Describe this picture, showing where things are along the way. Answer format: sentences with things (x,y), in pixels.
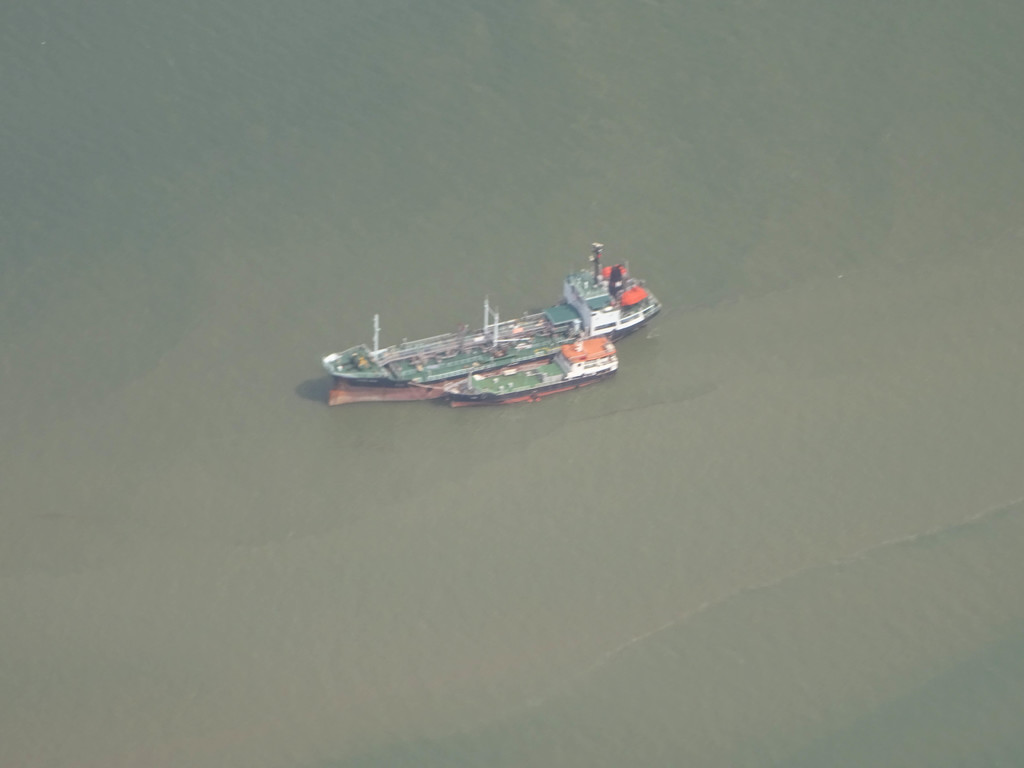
In the center of the image (464,367) we can see a boat (494,348) on the water (563,460).
